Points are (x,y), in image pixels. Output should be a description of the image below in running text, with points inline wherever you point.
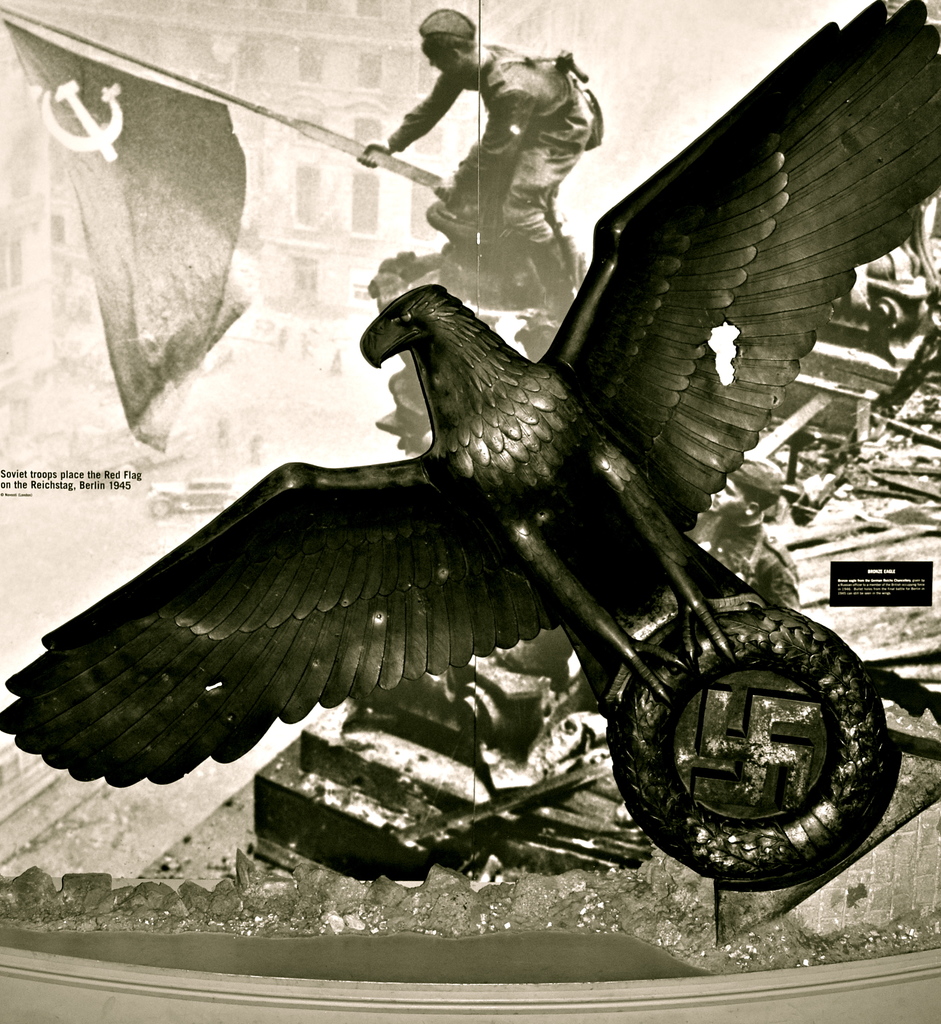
In this image we can see a black and white picture of an eagle statue (565,518). In the background (537,103), we can see a photo (565,150) of a person (508,81) holding a flag (187,94) in his hand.
